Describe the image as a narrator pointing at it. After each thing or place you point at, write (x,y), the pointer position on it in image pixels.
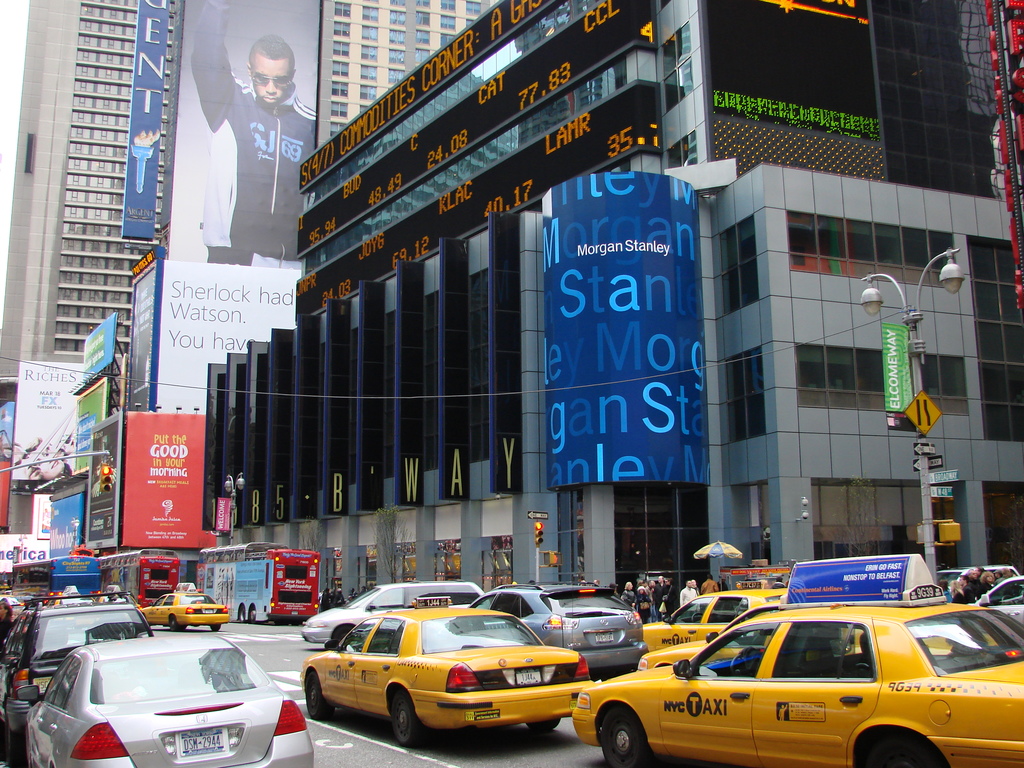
In this picture we can see vehicles (567,715), people (965,595) on the road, here we can see buildings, traffic signals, poles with lights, sign board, name boards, umbrella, posters (900,568), banners (900,583) and some objects (911,559).
